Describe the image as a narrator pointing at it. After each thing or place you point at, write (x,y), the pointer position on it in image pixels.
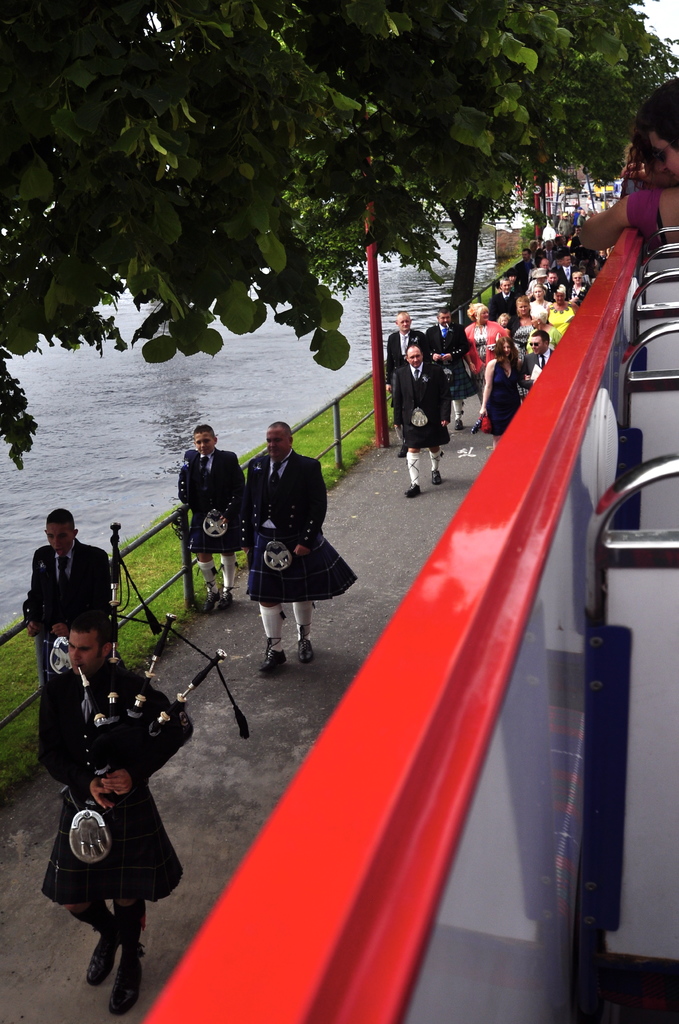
In this image I can see a vehicle (560,562), few persons (641,180) on the vehicle (537,582), the road (369,509), few persons (307,476) on the road (453,436), a person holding a musical instrument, few trees (46,329), the railing (340,447) and the water (230,426). In the background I can see the sky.
